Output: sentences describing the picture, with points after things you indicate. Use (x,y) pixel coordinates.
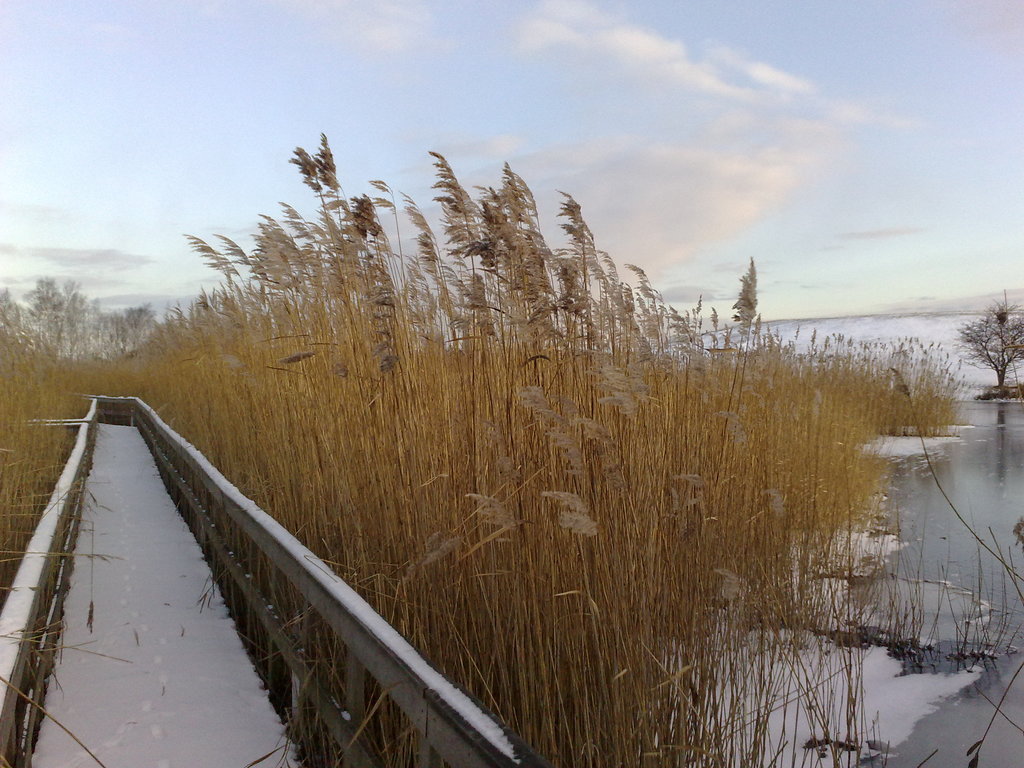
In this image, we can see a path (218,630) in between plants (175,411). There is a lake (900,473) on the right side of the image (974,469). In the background of the image (790,110), there is a sky (202,104).
